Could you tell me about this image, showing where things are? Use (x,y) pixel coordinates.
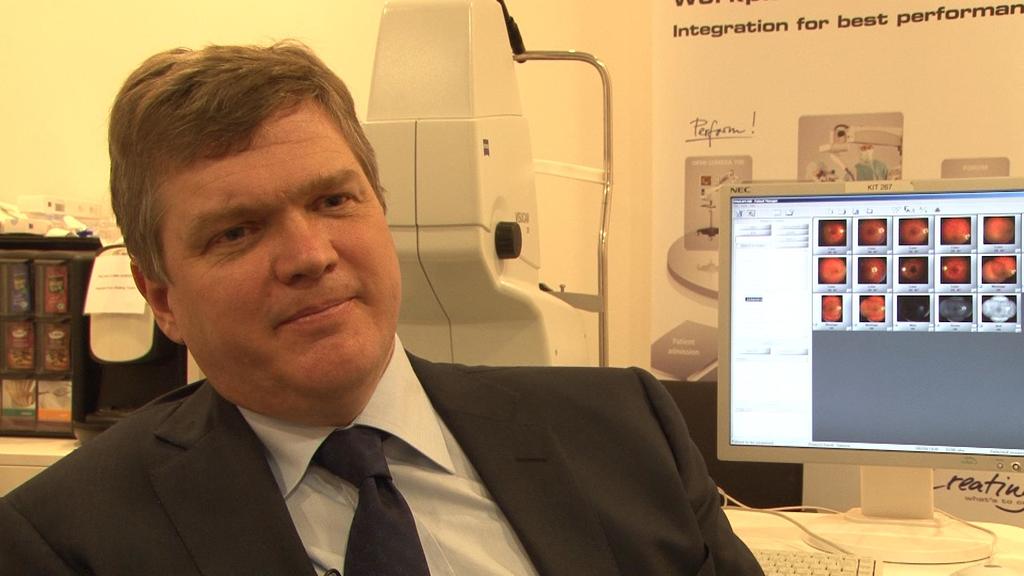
In this image I can see the person (248,478) wearing the blazer (134,523), white color shirt (334,516) and also the tie (357,538). To the right (746,433) I can see the system (804,399) and keyboard (777,569) on the table (796,545). In the back (676,71) there is a paper (687,94) attached to the wall (621,152). To the left (34,374) I can see the black color object (105,407). I can also see the white color machine (458,200) to the side.
